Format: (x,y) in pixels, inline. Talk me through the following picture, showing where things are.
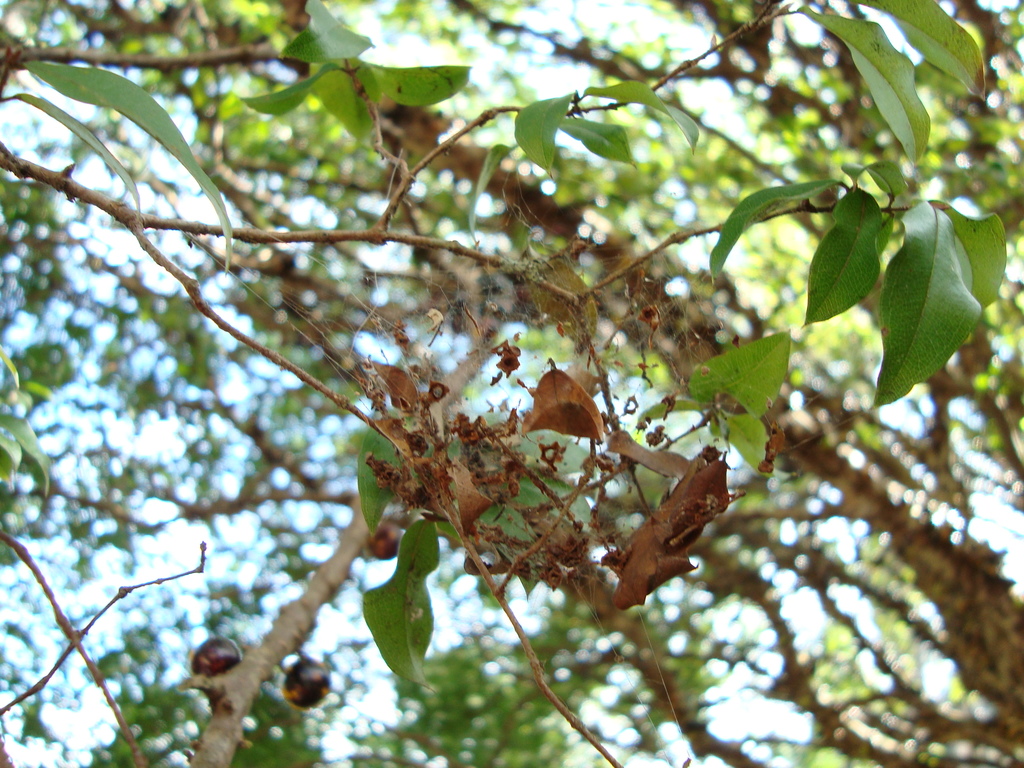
In this image there is a tree (527,473), a dry leaf (584,425).
